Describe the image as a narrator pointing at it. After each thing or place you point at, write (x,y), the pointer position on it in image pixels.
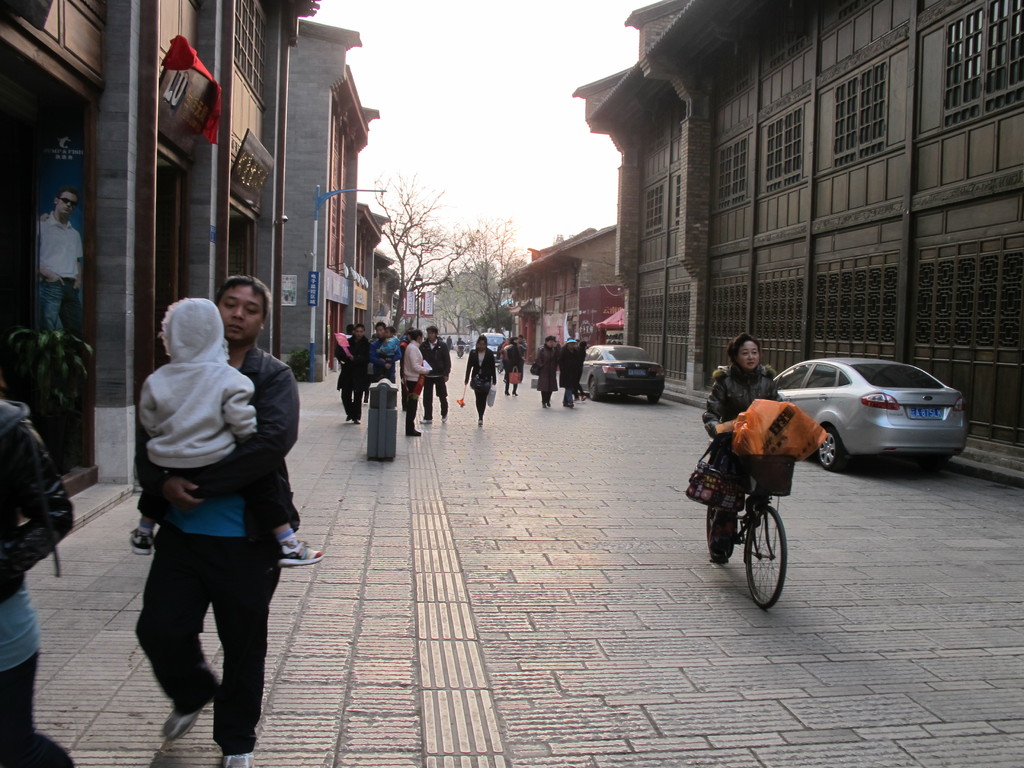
In this picture outside of the city. There is a group of people (726,543). Some persons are standing and some persons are walking. In the center of the woman (758,398) is riding a bicycle (778,494). She is wearing a bag (773,416). We can see in the background (724,315) building (648,227) with wall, trees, posters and vehicle (850,401).
